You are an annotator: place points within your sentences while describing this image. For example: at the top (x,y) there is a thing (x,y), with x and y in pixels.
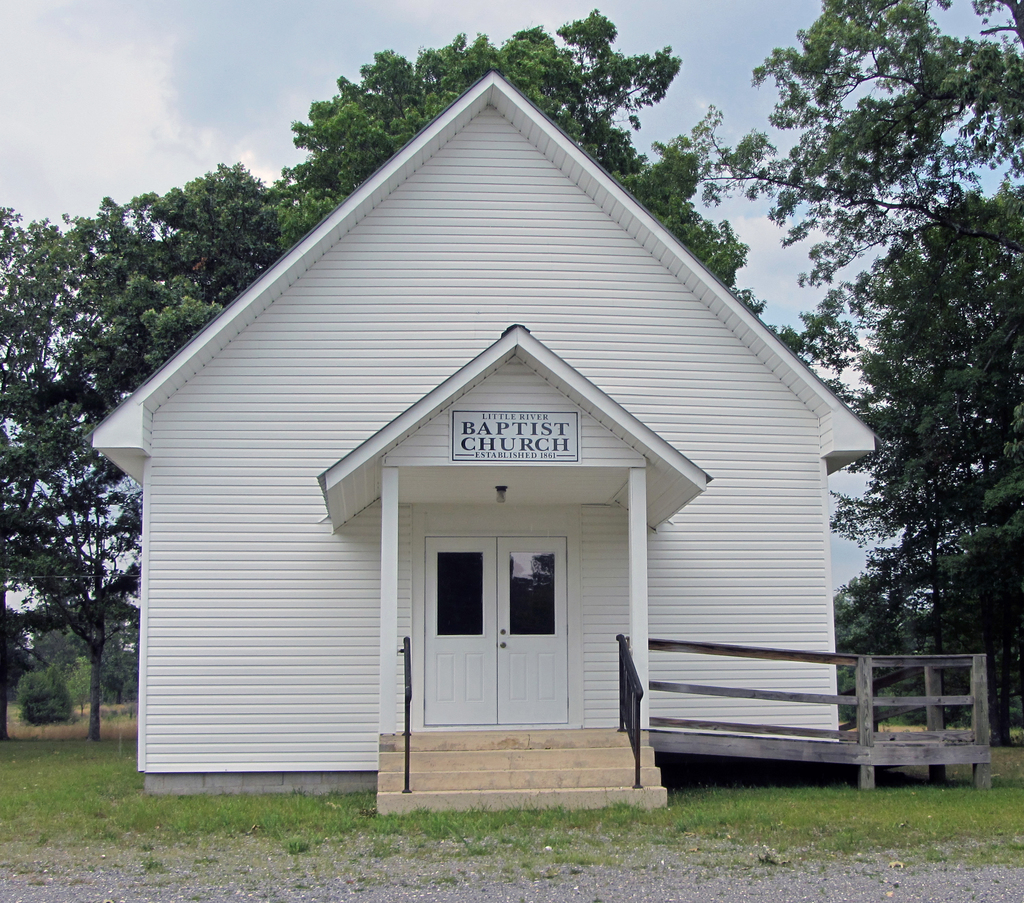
In this picture we can see a church (368,729) with a name board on it on the ground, here we can see grass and in the background (861,347) we can see trees (840,306), sky (848,318).
